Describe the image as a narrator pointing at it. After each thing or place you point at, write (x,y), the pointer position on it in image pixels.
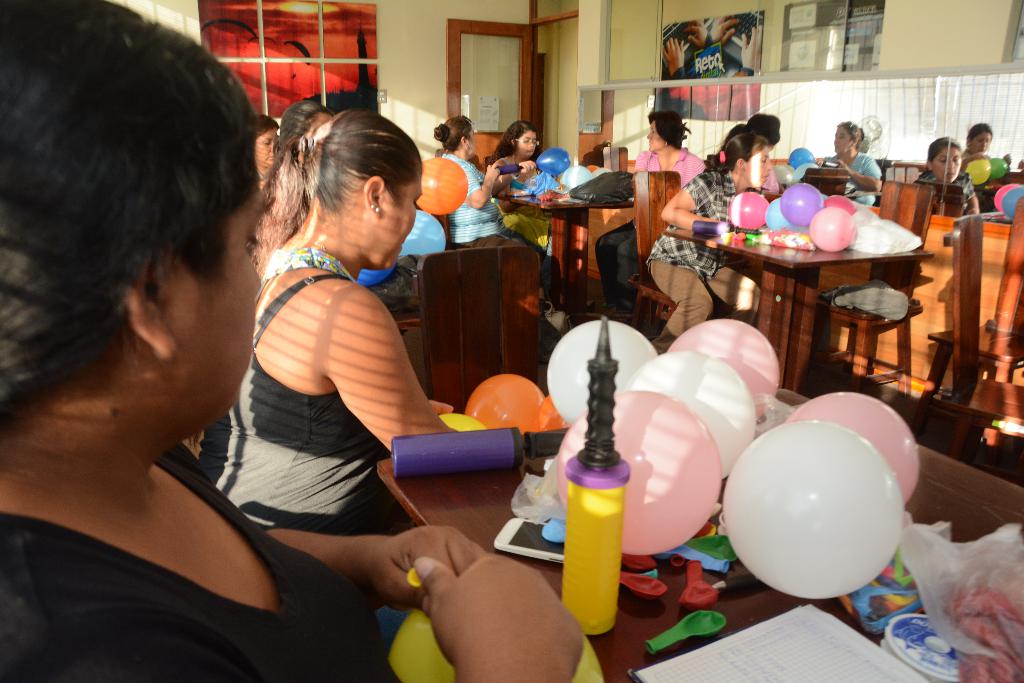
In this picture there are group of people (342,348) those who are sitting around the table (985,480) and there are decorative pieces (884,505), balloons (862,434), and other art and crafts things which are placed on the table (565,209), there is a painting (344,8) at the left side of the image (326,8) and there is a door (467,78) at the center of the image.
